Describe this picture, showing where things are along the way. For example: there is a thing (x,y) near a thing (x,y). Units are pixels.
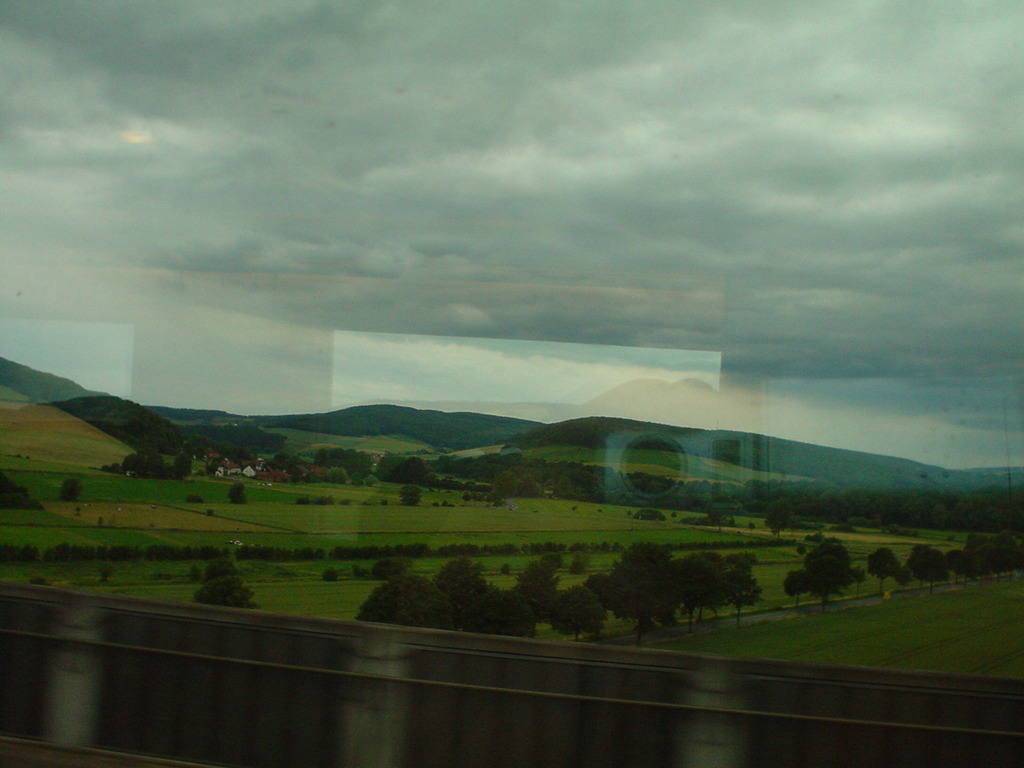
In this picture we can see trees (391,473), mountains (447,416), fields (406,511) and in the background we can see the sky (587,177) with clouds (757,189).
